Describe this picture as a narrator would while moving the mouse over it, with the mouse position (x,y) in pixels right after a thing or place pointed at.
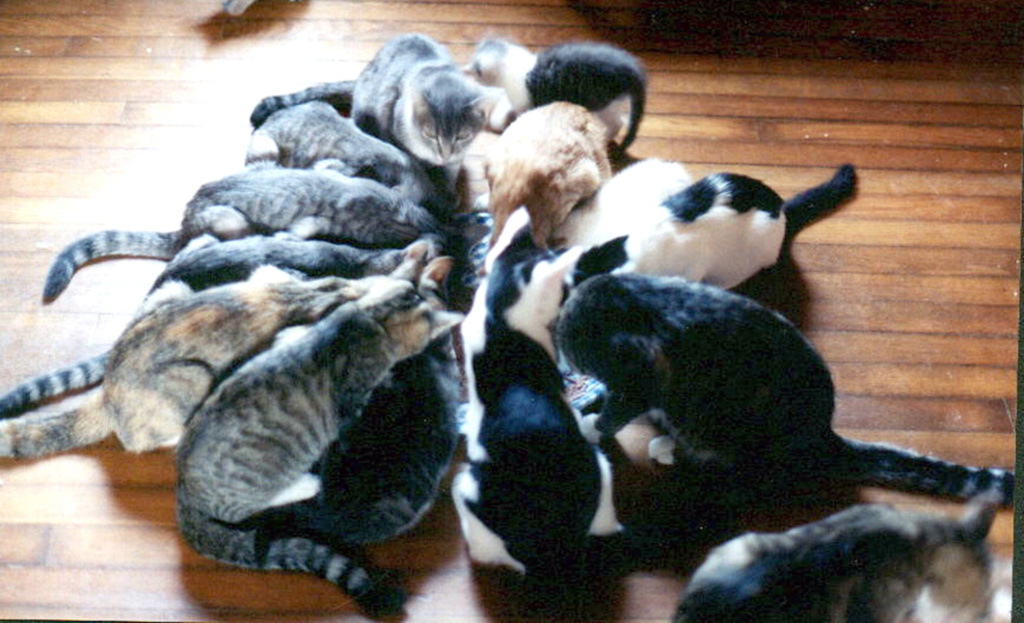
In the picture I can see many cats (402,361) on the wooden floor (852,129).
